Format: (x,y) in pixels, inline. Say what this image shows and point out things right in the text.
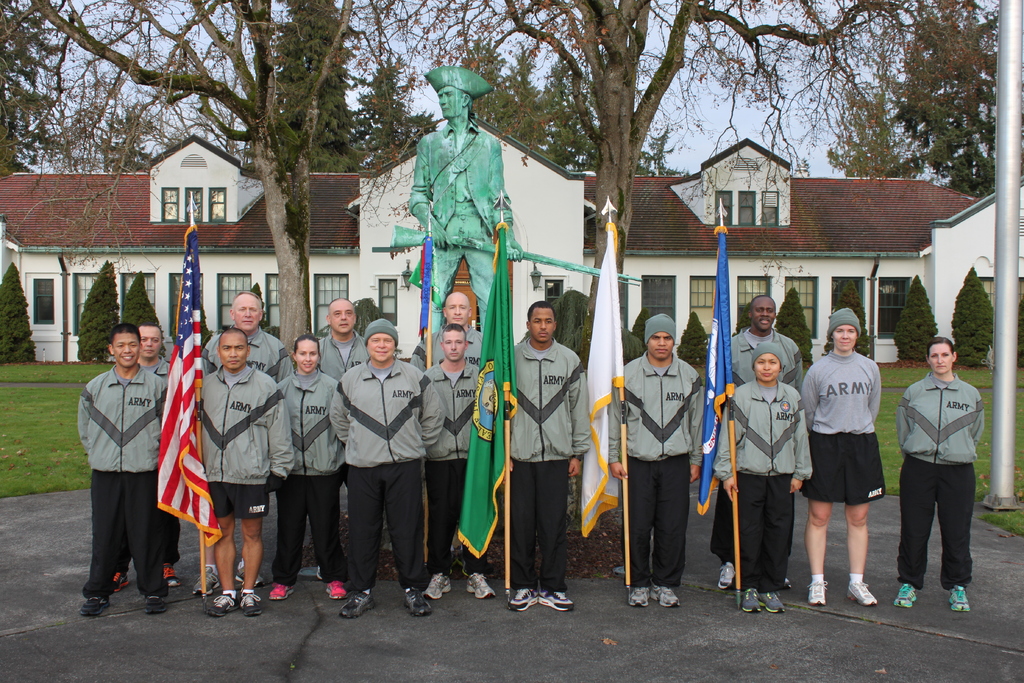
In the image we can see there are people (334,450) standing, wearing shoes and some of them are wearing clothes (351,443), some of them are wearing caps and they are smiling. Here we can see the flags (597,348), sculpture (458,191), grass (71,419) and plants (146,290). Here we can see the house (257,255), windows (241,285), trees (339,161) and the sky (714,119).
